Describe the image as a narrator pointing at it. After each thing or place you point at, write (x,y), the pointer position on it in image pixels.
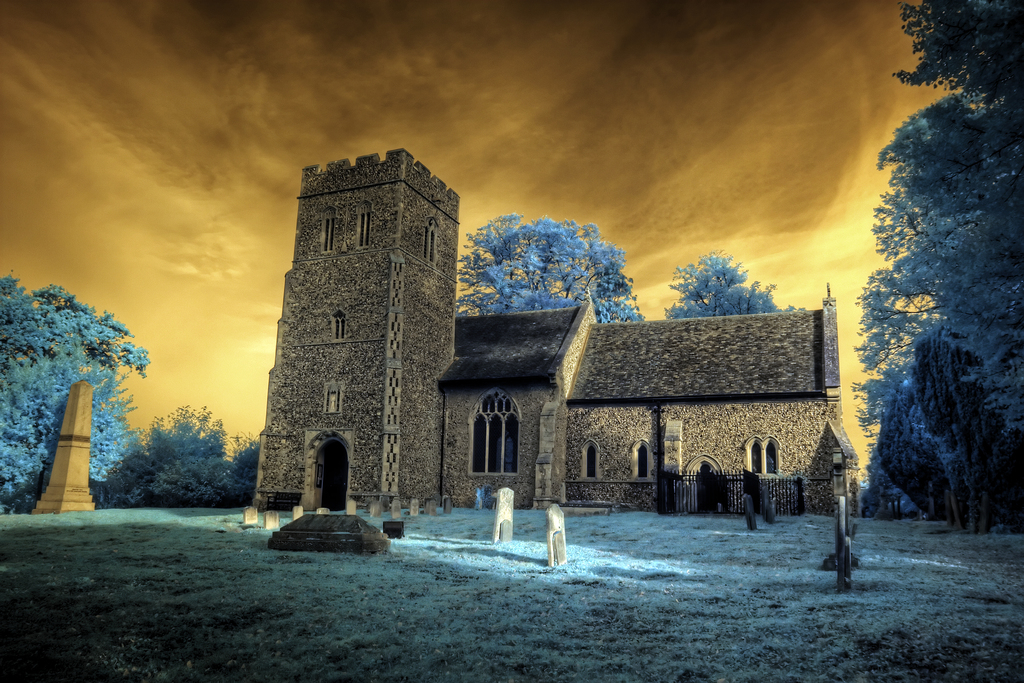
There is a grassy land (504,609) at the bottom of this image (515,620), and there is a pillar (85,464) on the left side of this image (77,474). There is a church (430,409) in the middle of this image (467,415), and there are some trees (19,304) in the background (199,454). There is a sky (340,95) at the top of this image (207,161).
